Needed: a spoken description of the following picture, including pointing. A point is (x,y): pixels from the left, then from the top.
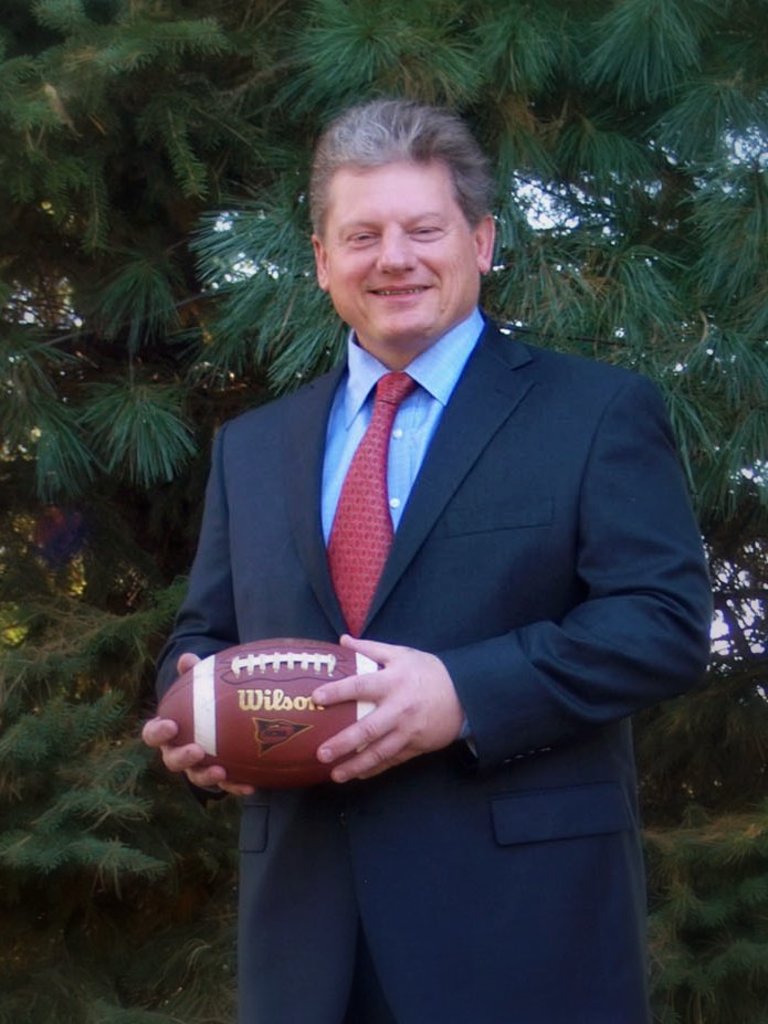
A man (572,514) with black jacket (572,514), blue shirt (424,408) and tie (381,464) is standing and holding a football (246,673) in his hand (391,751). He is smiling. Behind him there is a tree (689,798).
